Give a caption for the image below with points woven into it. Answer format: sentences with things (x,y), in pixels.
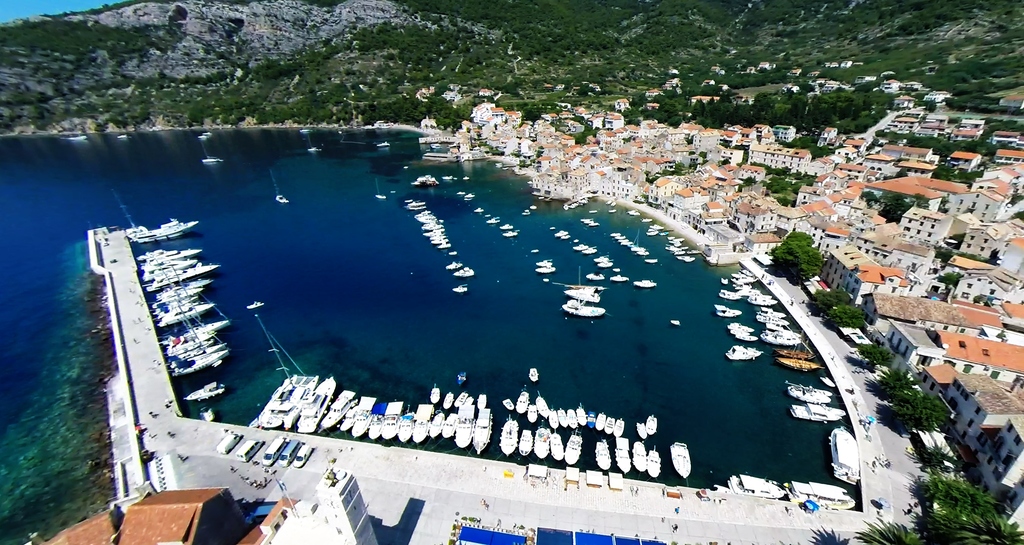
This is an aerial view and here we can see buildings (830,210), trees (572,73), hills (619,80), vehicles (270,451) on the road (677,501) and we can see boats (193,225) and ships (450,432) on the water (322,340).
